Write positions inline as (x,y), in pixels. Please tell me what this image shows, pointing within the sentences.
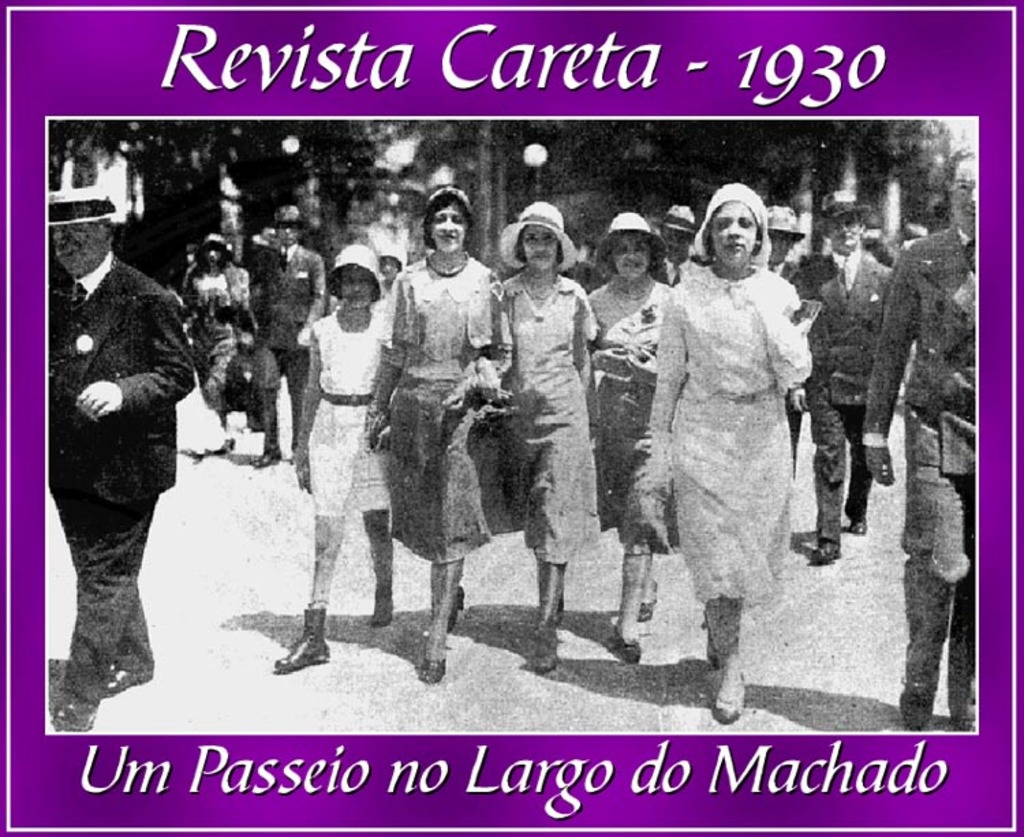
This is a black and white image we can see few persons (376,577) are walking on the ground (286,470), trees (230,175) and houses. At the top (277,61) and bottom we can see texts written on the image.
